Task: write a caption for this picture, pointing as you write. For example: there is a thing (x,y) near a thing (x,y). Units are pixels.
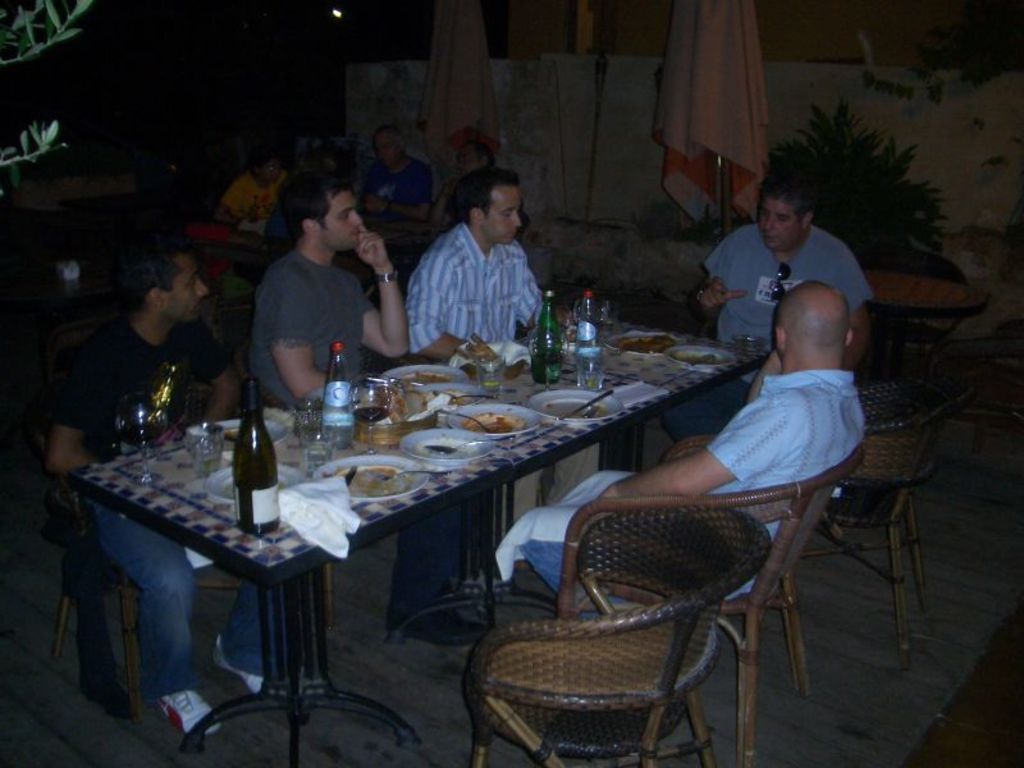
Here we can see a group of people (820,401) sitting on chairs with table (201,505) present in front of them having food (573,405) and bottle of wine (261,450) present on it
